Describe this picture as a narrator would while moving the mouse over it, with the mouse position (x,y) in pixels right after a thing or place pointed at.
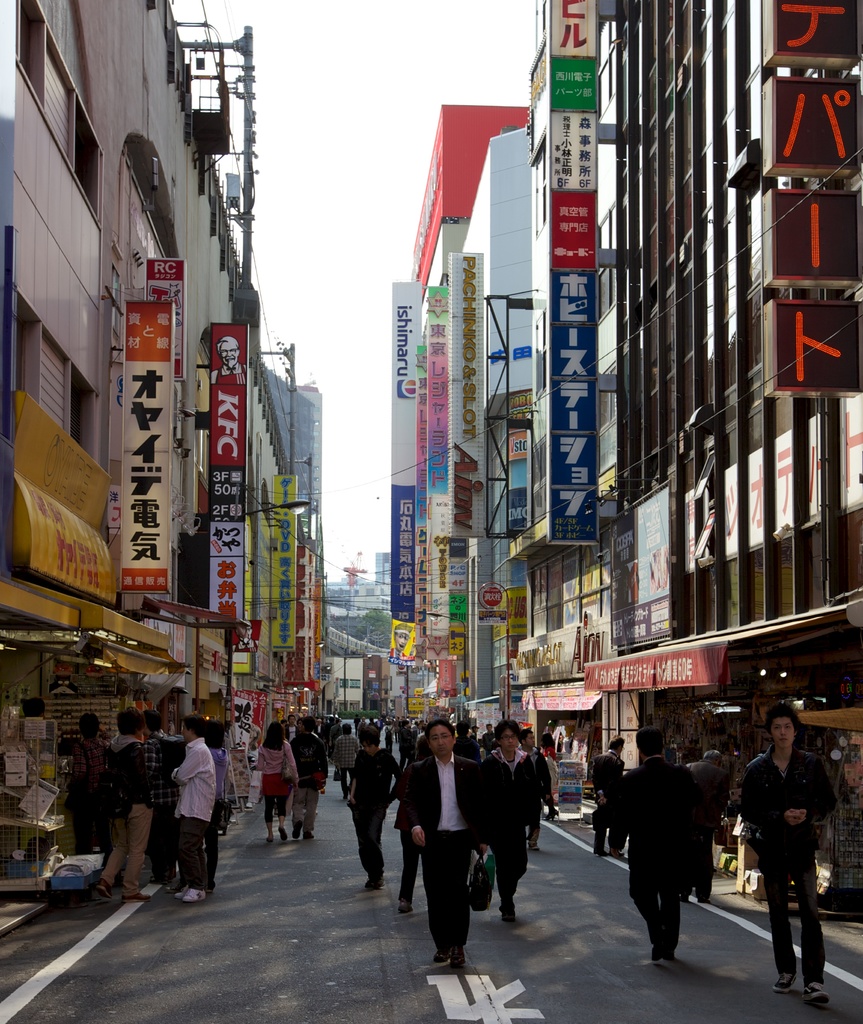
In this image I can see group of people (468,847) some are standing and some are walking, left and right I can see few banners (291,499) attached to the building (184,475), background (387,626) I can see few buildings (188,427) in multi color, trees (378,632) in green color and sky (361,310) in white color.
